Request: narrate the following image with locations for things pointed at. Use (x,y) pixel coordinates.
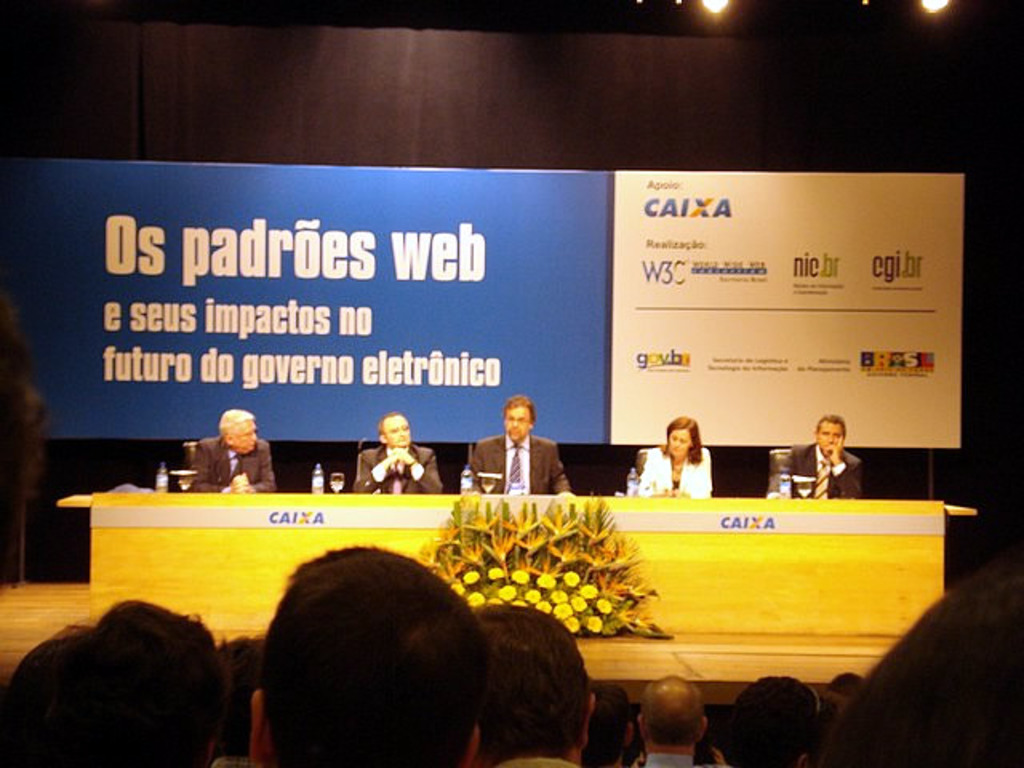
In this image I can see group of people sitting on the chairs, in front (727,581) I can see few microphones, glasses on the table (806,568). Background (810,337) I can see a board (475,324) in blue and white color attached to the black color curtain (582,105).
